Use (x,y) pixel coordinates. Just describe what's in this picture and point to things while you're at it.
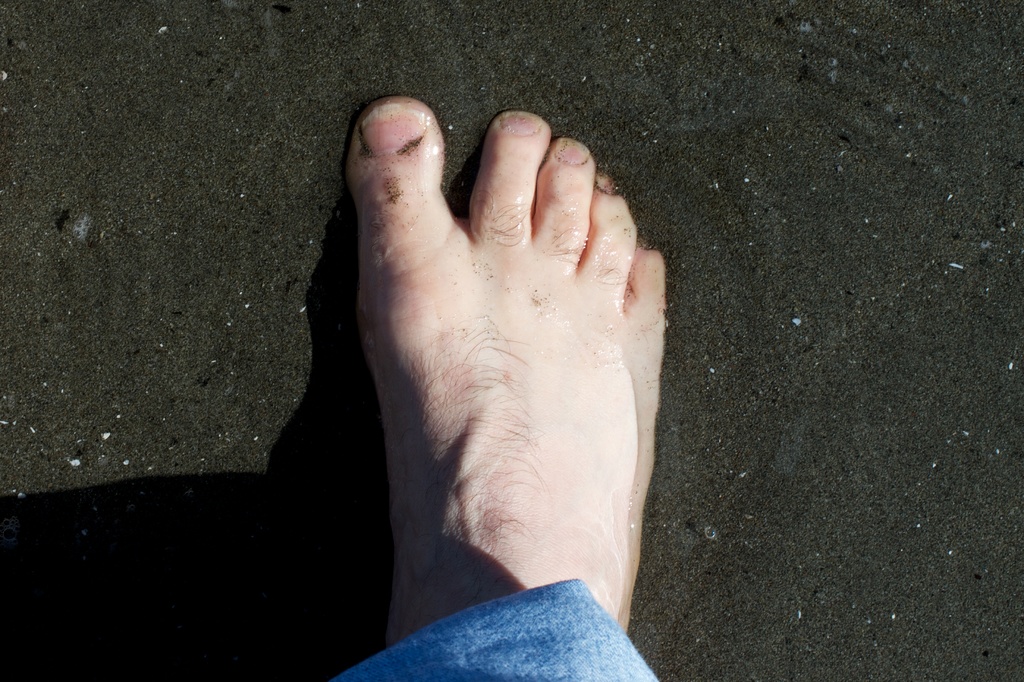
In this image we can see foot (511,327) of a person (375,318) on the sand (685,214). Also there is water (207,584).
